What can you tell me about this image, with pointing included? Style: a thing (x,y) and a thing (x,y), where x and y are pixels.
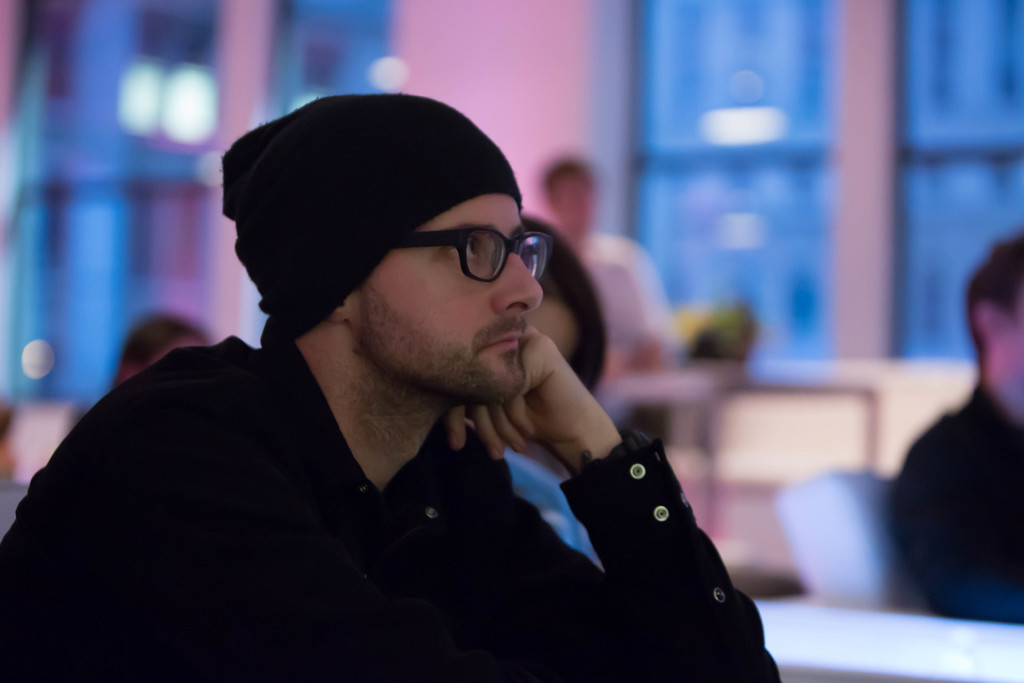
This image is taken inside the room (262,295). In the left side of the image (120,515) there is a man (106,463) sitting on the chair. He is wearing the cap (342,236) and spectacles (489,237). In the right side of the image (1011,598) a man (924,541) is sitting on the chair (878,546). In the background (142,115) there is a wall (469,77) and windows (141,255).
